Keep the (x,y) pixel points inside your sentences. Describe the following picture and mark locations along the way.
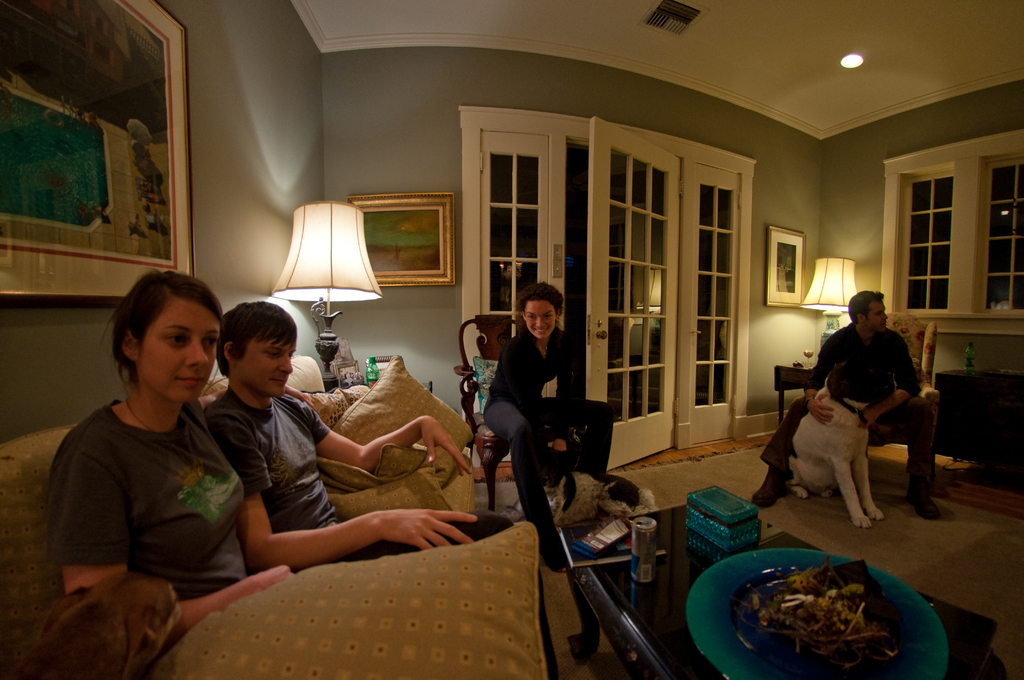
In the given image we can see that, there are four persons (203,438) inside a room (508,465). Two of them are sitting on sofa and two of them are sitting on chair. This is a light lamp (322,262), there are photos (162,137) stick to the wall (224,129). This is a door (589,240) made up of glass (616,236). There is a table (650,596) on the table (654,606) there is can (633,558) and a plate (727,605).
